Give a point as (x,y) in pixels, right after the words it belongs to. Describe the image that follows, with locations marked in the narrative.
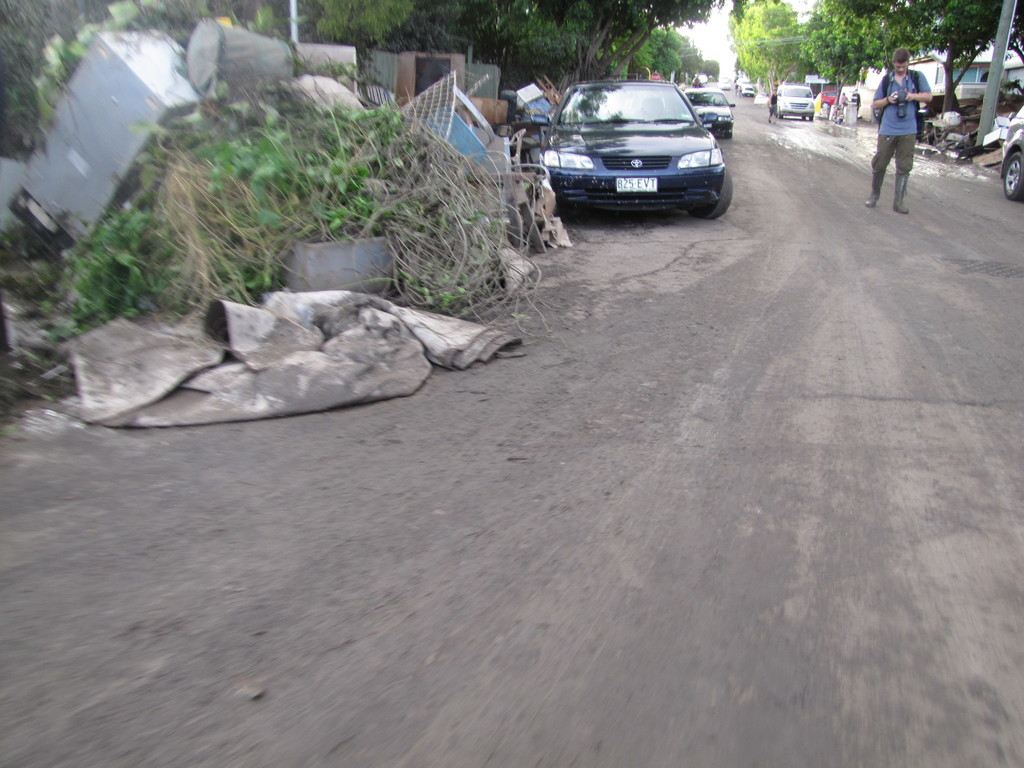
In this image we can see there is a road (768,229). On the road (757,196) there are some vehicles (731,115) parked and the person (896,187) is standing. On the top left side of the image (286,118) there are some objects (321,156) placed on the side of a road (887,234), beside that there are some trees (685,54). On the right side (932,37) there are some buildings (984,79), poles (999,47) and trees (928,30). In the background (726,39) there is a sky (716,36).
